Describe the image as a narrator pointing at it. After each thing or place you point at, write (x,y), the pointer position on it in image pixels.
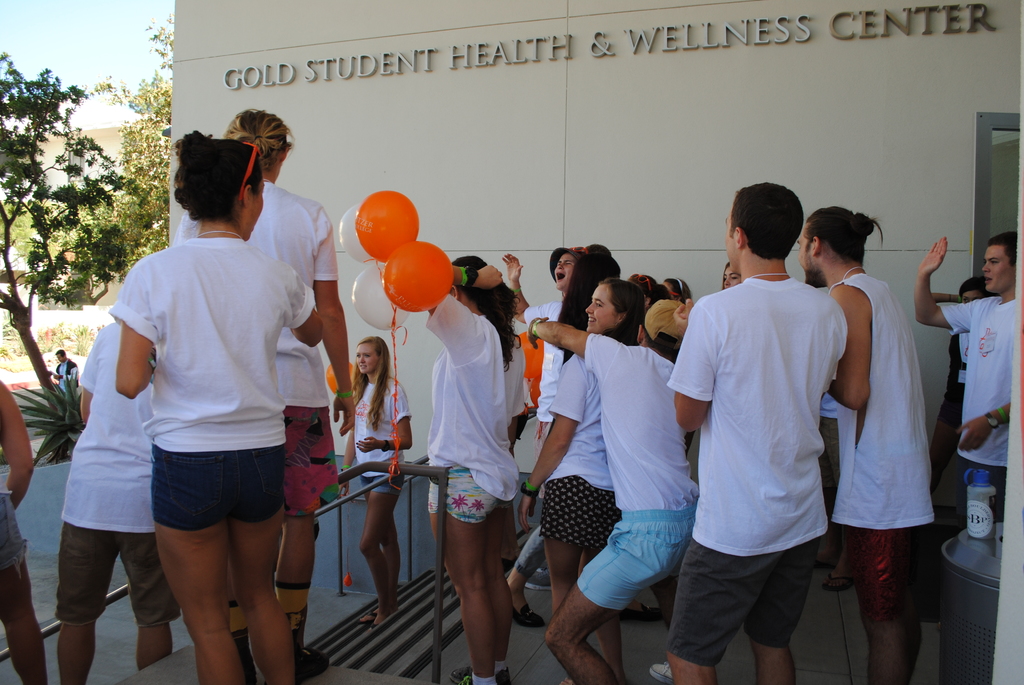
In this picture we can see some objects (953,571) on the right side (982,516). We can see a few people (903,627), stairs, railings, balloons (356,279) and the text (835,24) on a wall (351,50). There are plants (66,388), trees (99,265), other objects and architecture (352,150). We can see the sky (67,53).
